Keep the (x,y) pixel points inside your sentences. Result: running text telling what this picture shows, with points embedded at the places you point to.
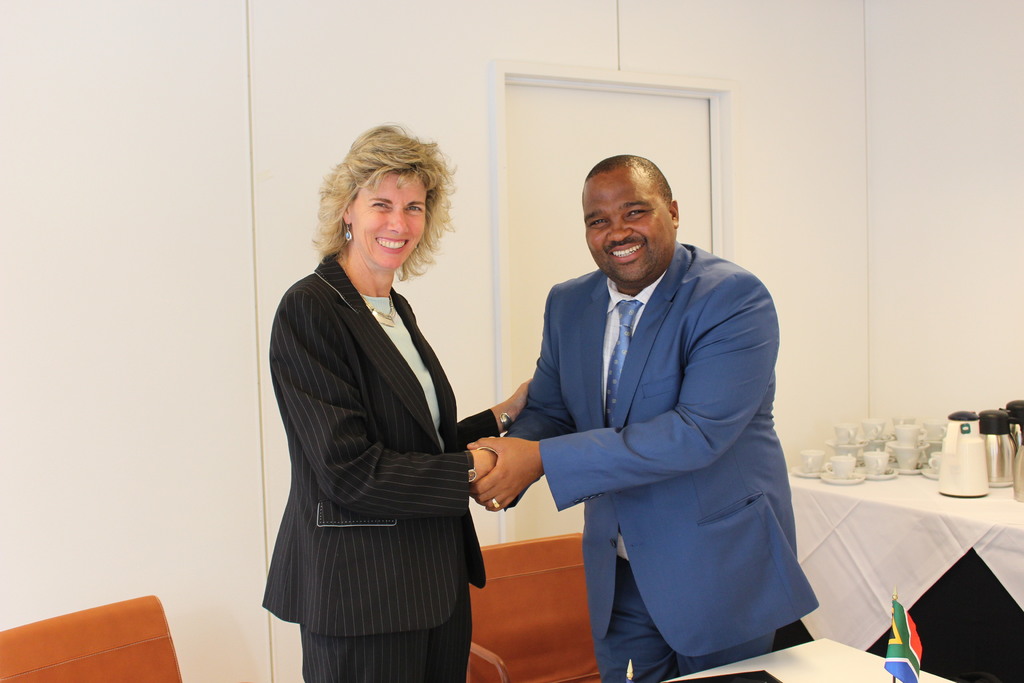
In the image in the center (551,384), we can see two persons (669,453) are standing and they are smiling, which we can see on their faces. And we can see chairs (160,632) and tables (956,580). On the tables (941,513), we can see one flag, one cloth (1020,562), flasks (1017,413), cups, saucers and a few other objects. In the background (489,108) there is a wall (471,118) and door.
